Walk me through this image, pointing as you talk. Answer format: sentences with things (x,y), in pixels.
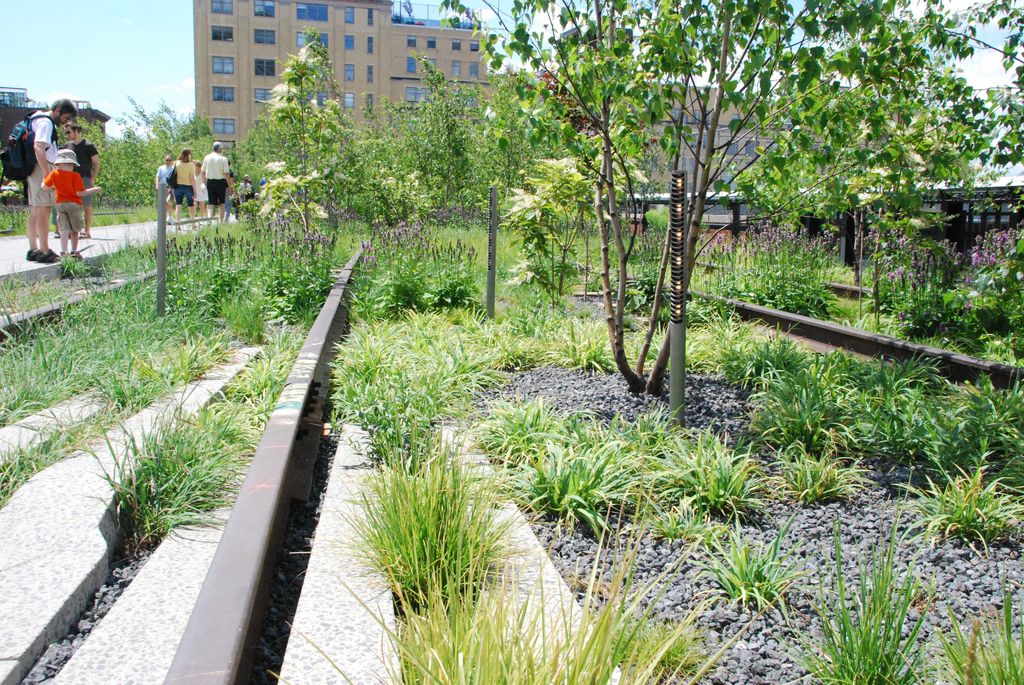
In this image there are few plants (601,287) and trees (628,365) on the land (595,375) having few rocks (592,391) and grass (809,442). Right side (983,217) there is a wall (1016,201). Left side (35,240) there are few persons (64,189) on the road (126,237). A person (32,170) carrying a bag (34,139) is standing beside to a kid (54,181). The kid (52,180) is wearing a cap (74,151). Background there are few buildings (230,61). Behind there is sky (111,75).
